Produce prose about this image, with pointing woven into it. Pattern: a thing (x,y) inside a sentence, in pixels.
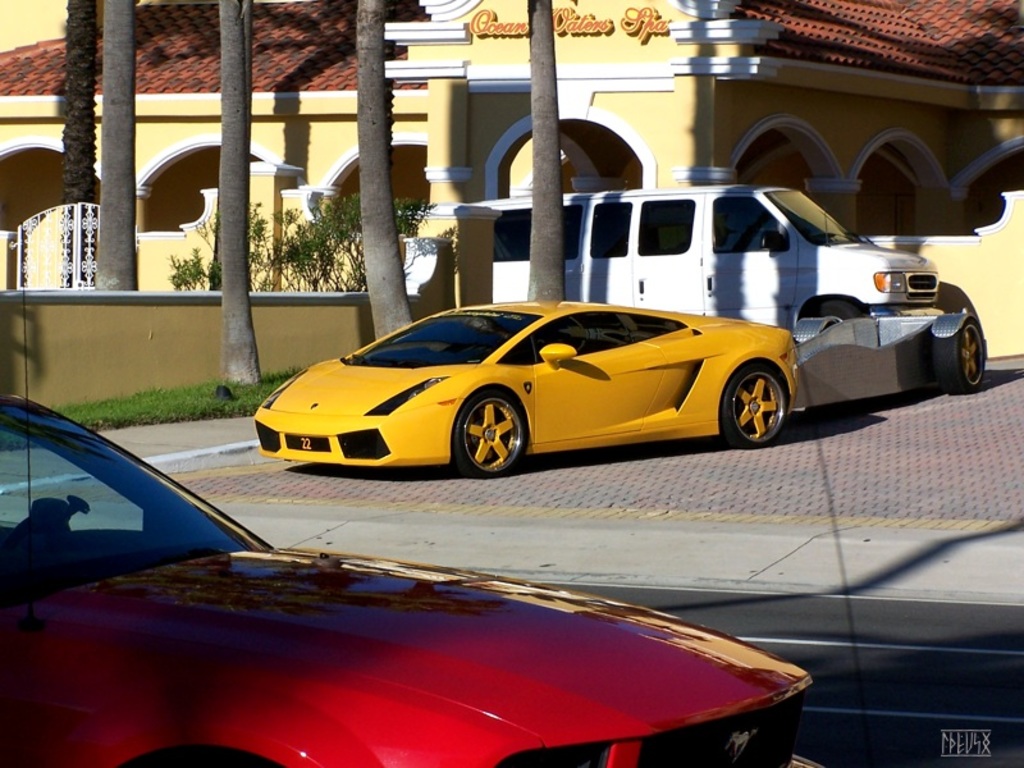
In the foreground of the image (351,571) we can see a red color car (700,668) and a road (972,683). In the middle of the image (511,261) we can see a yellow color car (663,411), vehicle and grass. On the top of the image (789,75) we can see a house (685,136) and the trunk (235,147) of the trees (376,245).
